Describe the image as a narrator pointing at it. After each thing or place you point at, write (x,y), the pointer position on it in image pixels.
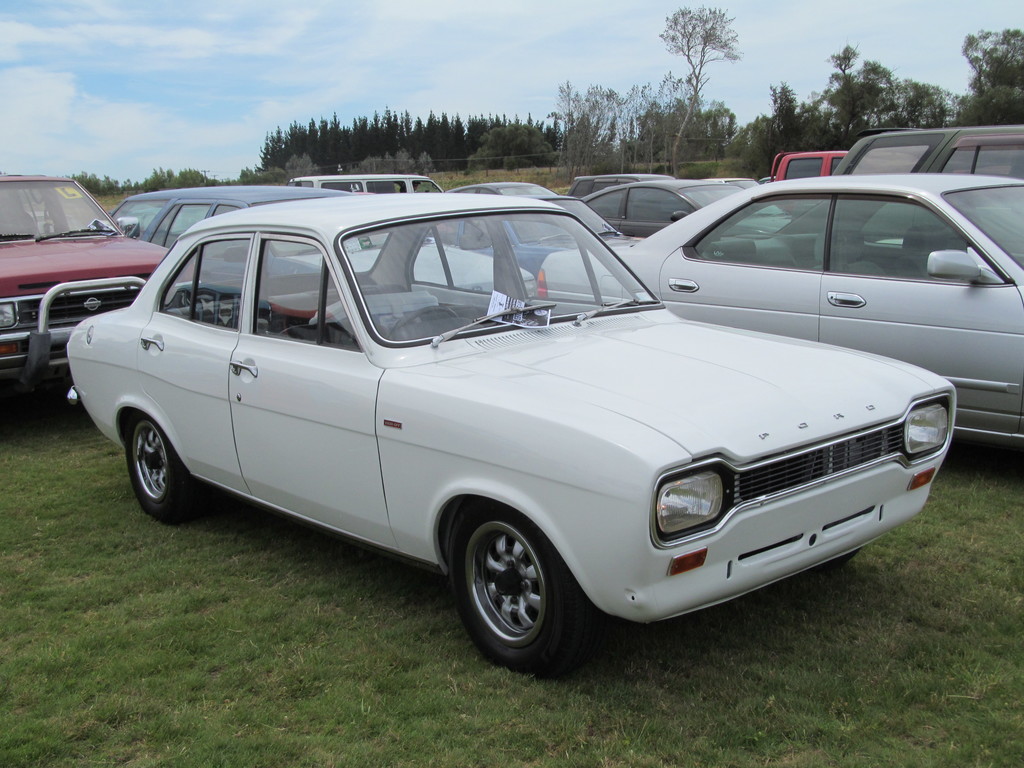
In this image, we can see vehicles (403,515) on the ground (429,670) and in the background (470,165), there are trees (727,141). At the top (222,56), there are clouds (83,34) in the sky (170,89).
